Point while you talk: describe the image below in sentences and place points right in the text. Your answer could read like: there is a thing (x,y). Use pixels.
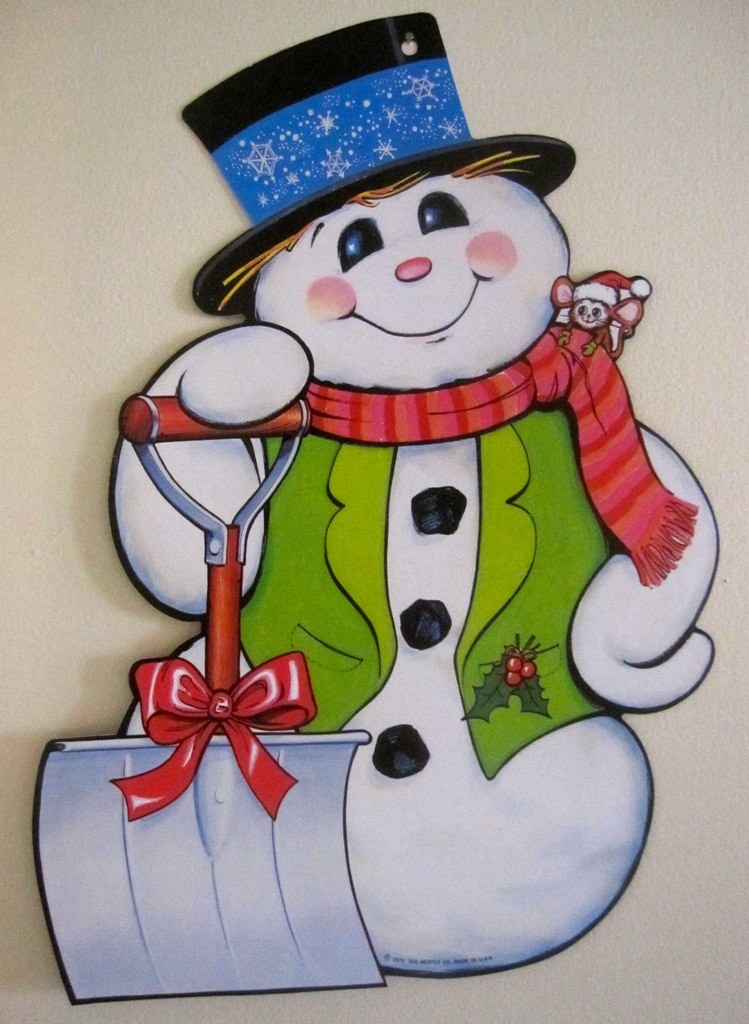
In this image we can see a picture of a snowman (448,900).
